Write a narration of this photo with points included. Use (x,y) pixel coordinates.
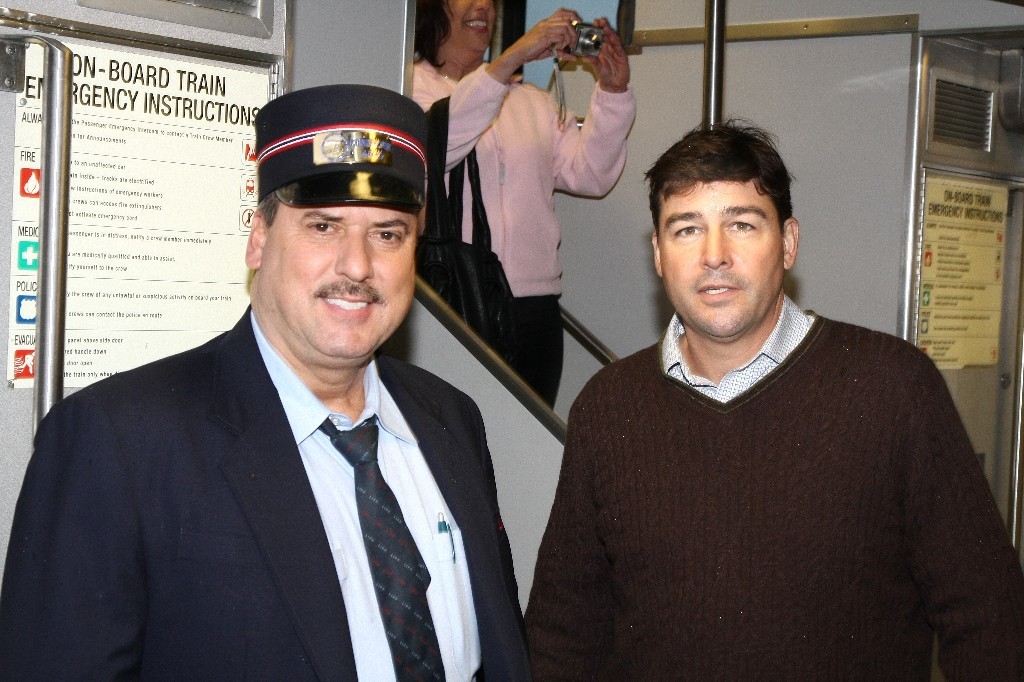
In this picture we can see two men (681,521) standing, a man (394,515) on the left side (234,499) wore a cap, in the background (522,185) there is a woman (505,164) standing and holding a camera (586,41), we can see a board (179,179) here.
